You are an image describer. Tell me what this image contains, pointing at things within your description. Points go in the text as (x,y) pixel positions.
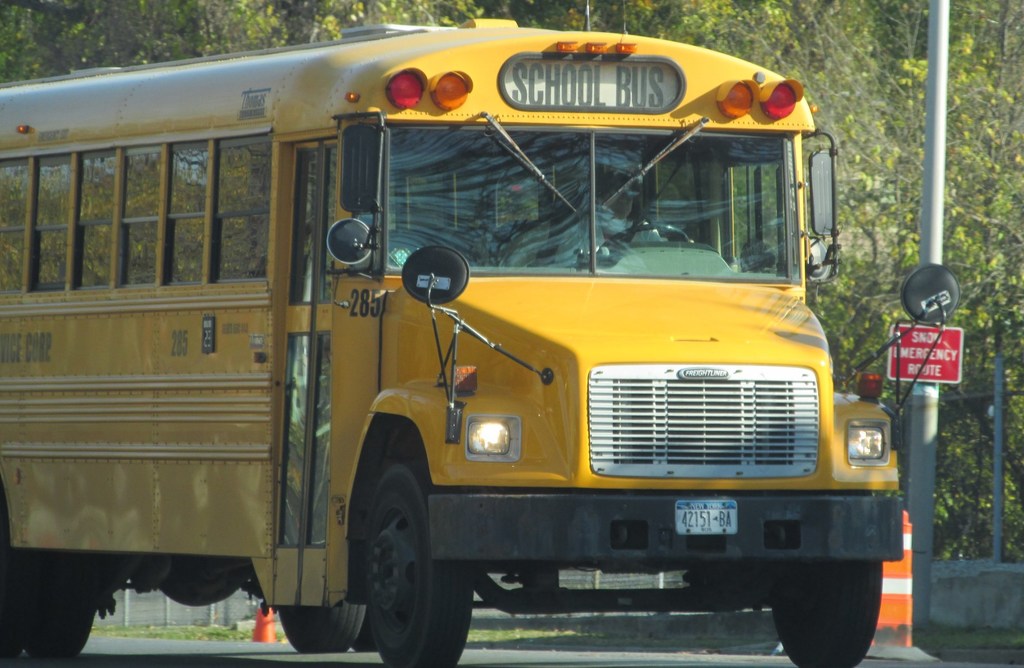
In this image we can see a bus (479,406) on the ground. We can also see a signboard (942,359) with some text (942,359) on it, some poles (999,364), a fence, grass (944,638) and a group of trees (858,202).
